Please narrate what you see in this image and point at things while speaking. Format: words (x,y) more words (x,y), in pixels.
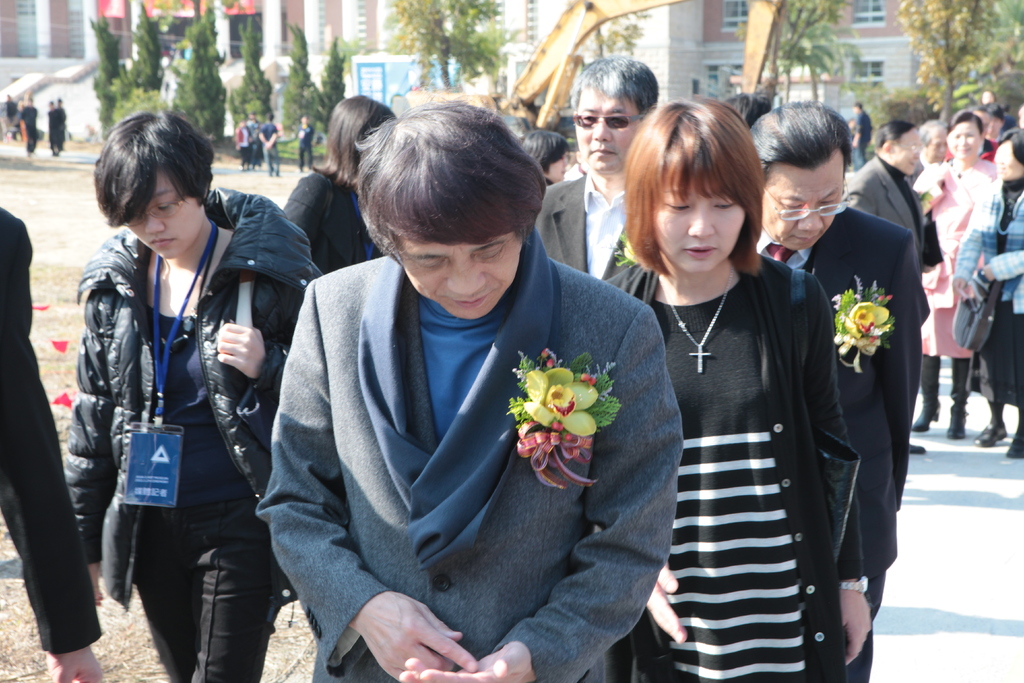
In this image people (627,439) are walking on a path (940,392), in the background (544,106) there is a crane (560,66), trees (247,89) and building (862,76).
